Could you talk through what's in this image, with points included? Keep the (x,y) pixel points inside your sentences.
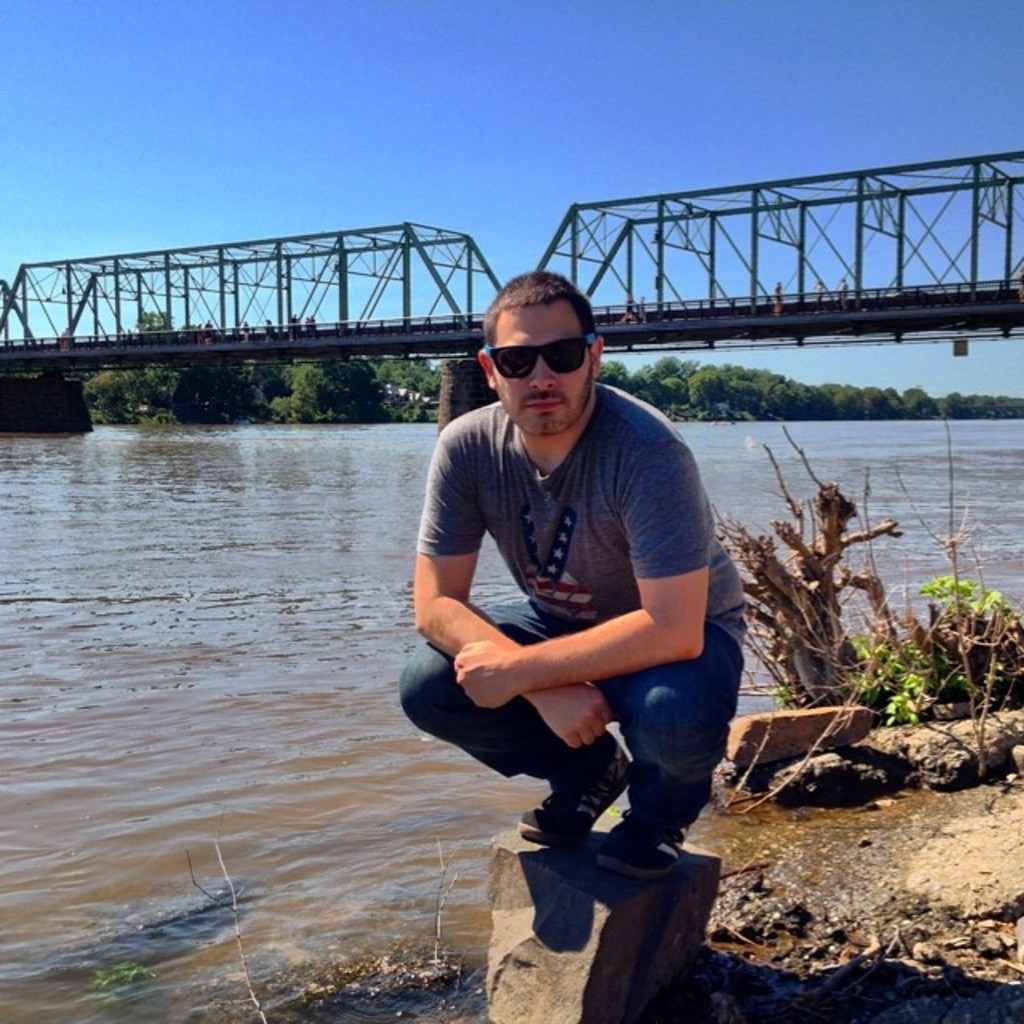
In this image in the front (579,628) there is a man (591,643) squatting and in the center (350,495) there are plants (825,611) and there is water (326,505) and in the background (282,359) there is a bridge (830,329) and on the bridge (600,332) there are persons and there are trees (343,367).
